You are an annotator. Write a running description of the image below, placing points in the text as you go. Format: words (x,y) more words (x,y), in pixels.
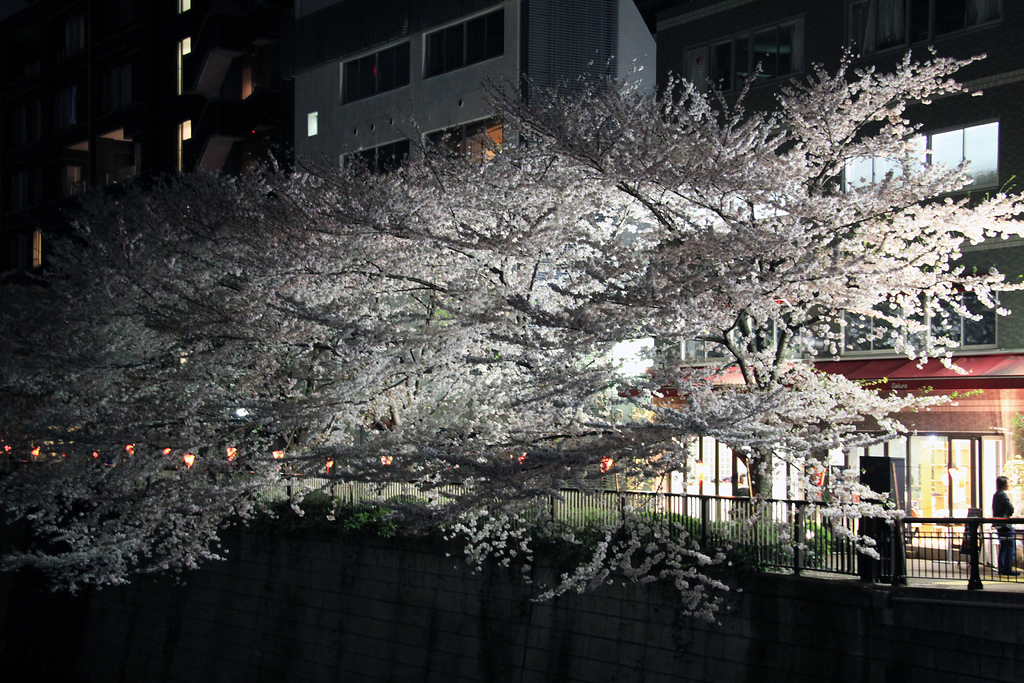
In this image I can see the dark picture in which I can see the wall (479,597), the railing (821,553), a tree (577,403) which is white and black in color, a person (1010,510) standing and few lights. I can see few windows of the building (179,102) and the dark background (128,52).
